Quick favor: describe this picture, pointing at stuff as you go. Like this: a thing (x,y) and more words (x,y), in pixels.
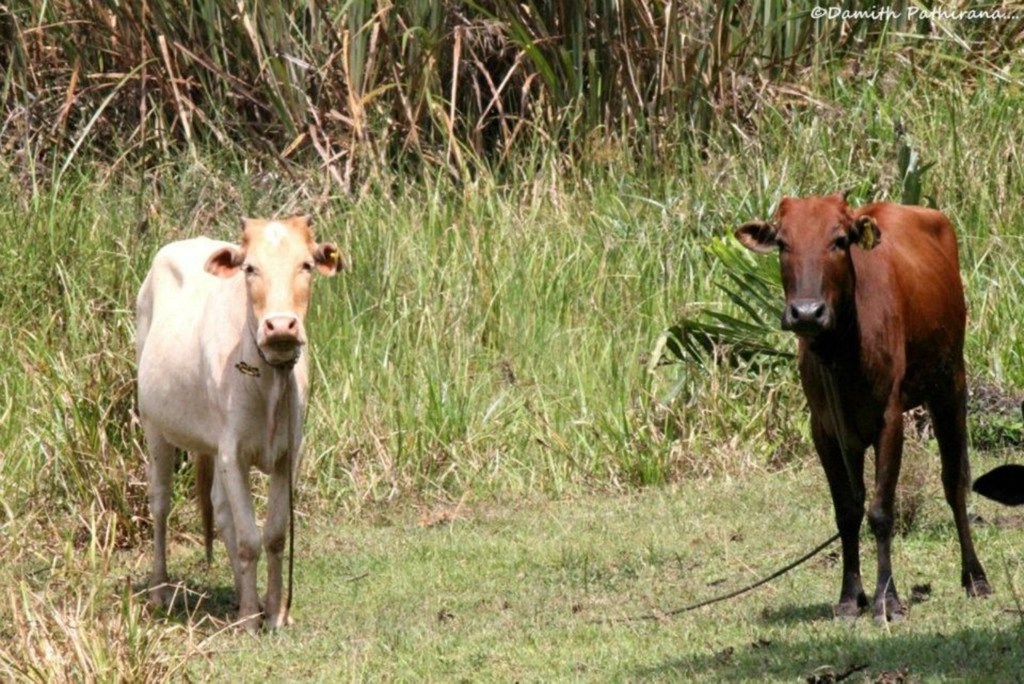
This picture shows two cows (789,243) one is white in colour and one is brown in colour and we see two strings (823,545) hanging to their neck (249,340) and we see grass (512,219) and plants (633,79) on their back.
